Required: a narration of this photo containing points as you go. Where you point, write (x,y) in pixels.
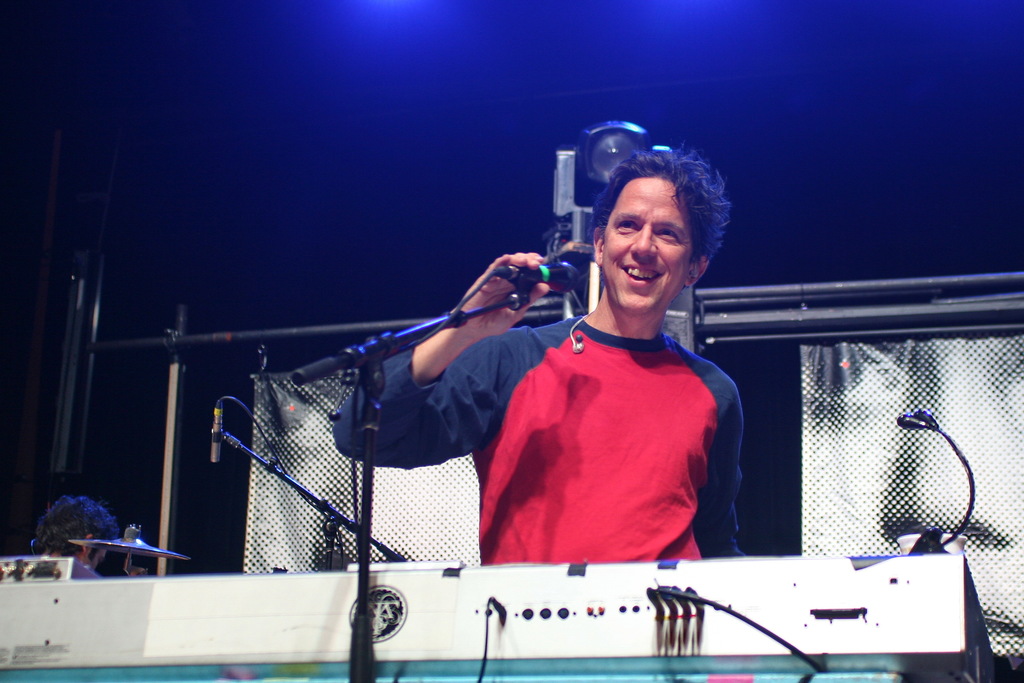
In this image we can see a person (547,369) holding a mic (522,271) with a mic stand (447,316). Also there is a musical instrument (348,603). Also there is a person (87,524). In the back (129,549) there is a cymbal (133,533). And there is a mic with mic stand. There are rods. There are curtains (974,451). In the background (169,81) it is dark.
